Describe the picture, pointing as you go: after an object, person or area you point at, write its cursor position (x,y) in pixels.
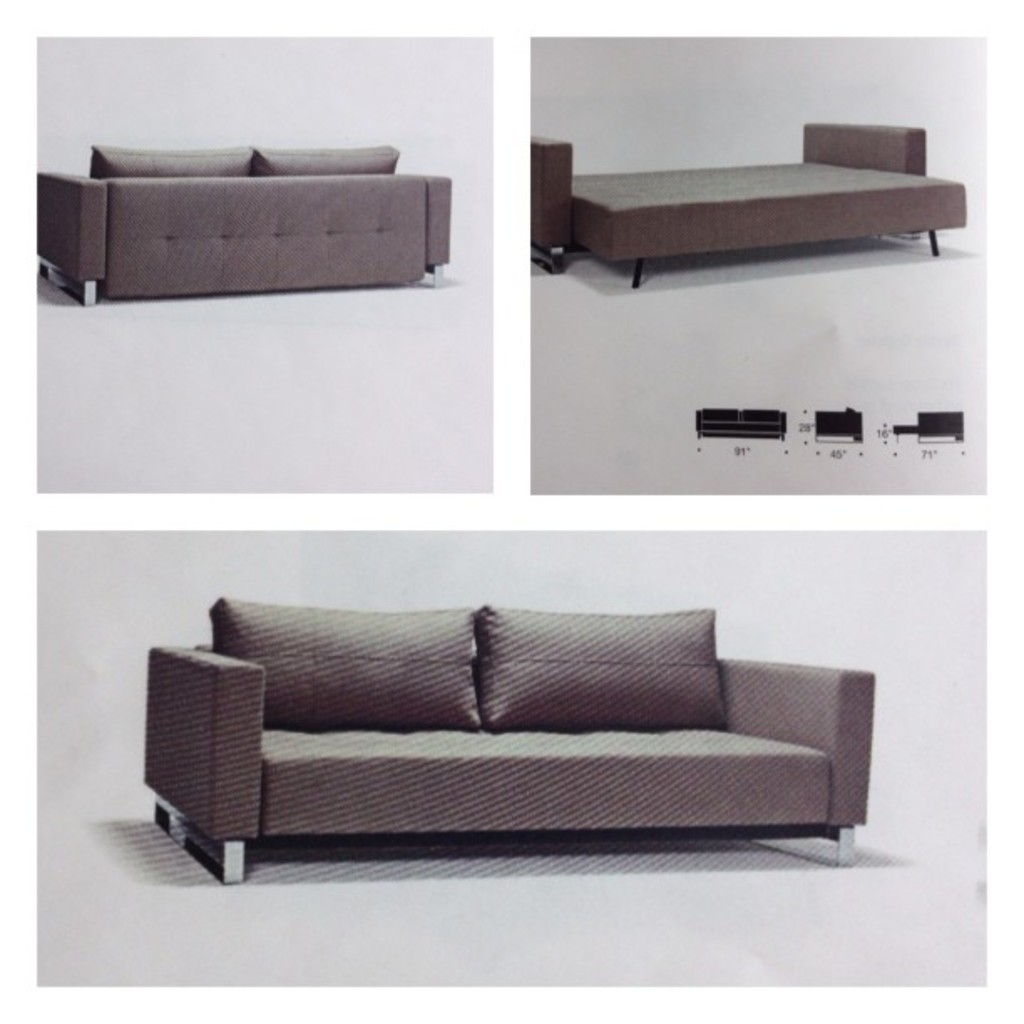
this is the image of photo and on that image there is a sofa set (450,730). On the sofa (508,744) there are some pillow (387,687), and there is a bed (731,219).
